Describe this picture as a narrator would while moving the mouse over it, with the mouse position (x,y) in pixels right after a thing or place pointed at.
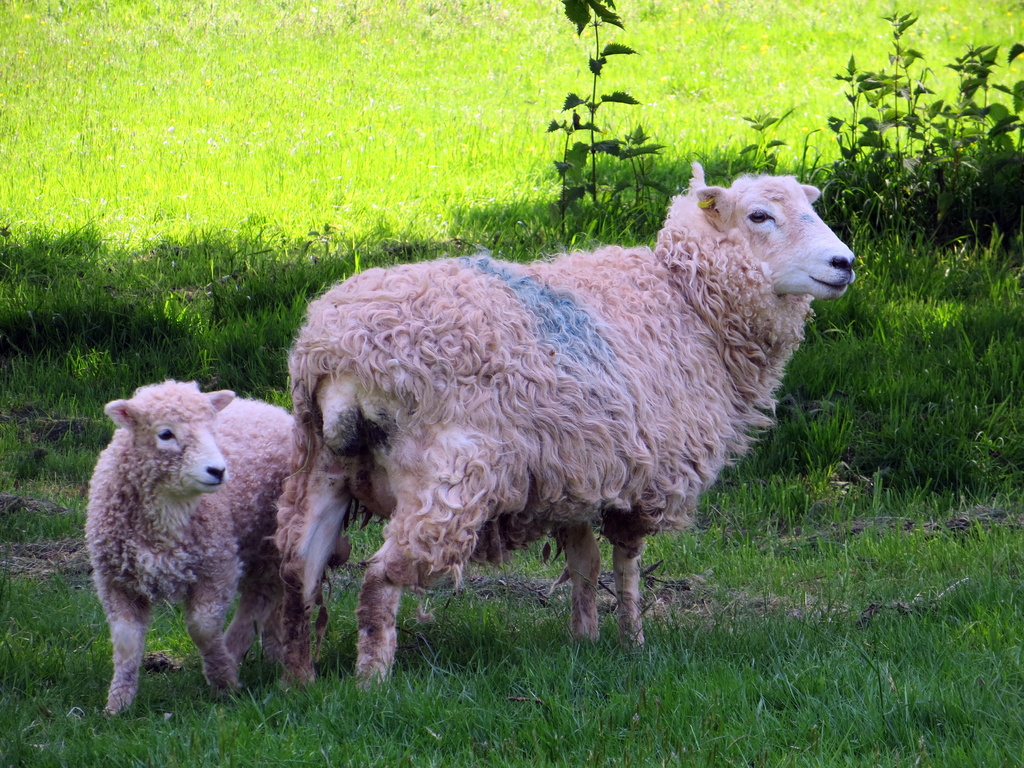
In this image we can see two sheep (269,526) are standing on the grass (544,748). In the background (199,348) we can see grass (306,152) and plants (948,116).
